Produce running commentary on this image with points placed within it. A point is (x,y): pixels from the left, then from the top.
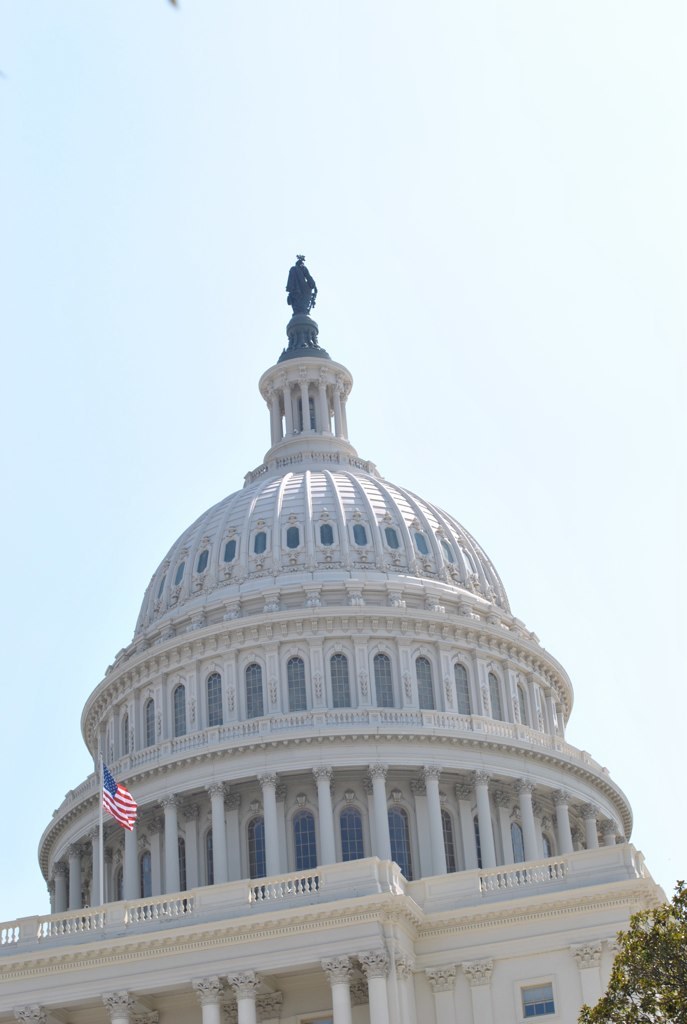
In this image I can see a building (217,582) in white color, flag (114,784) in blue, red and white color. I can also see trees (633,1007) in green color and sky (352,277) in white color.
